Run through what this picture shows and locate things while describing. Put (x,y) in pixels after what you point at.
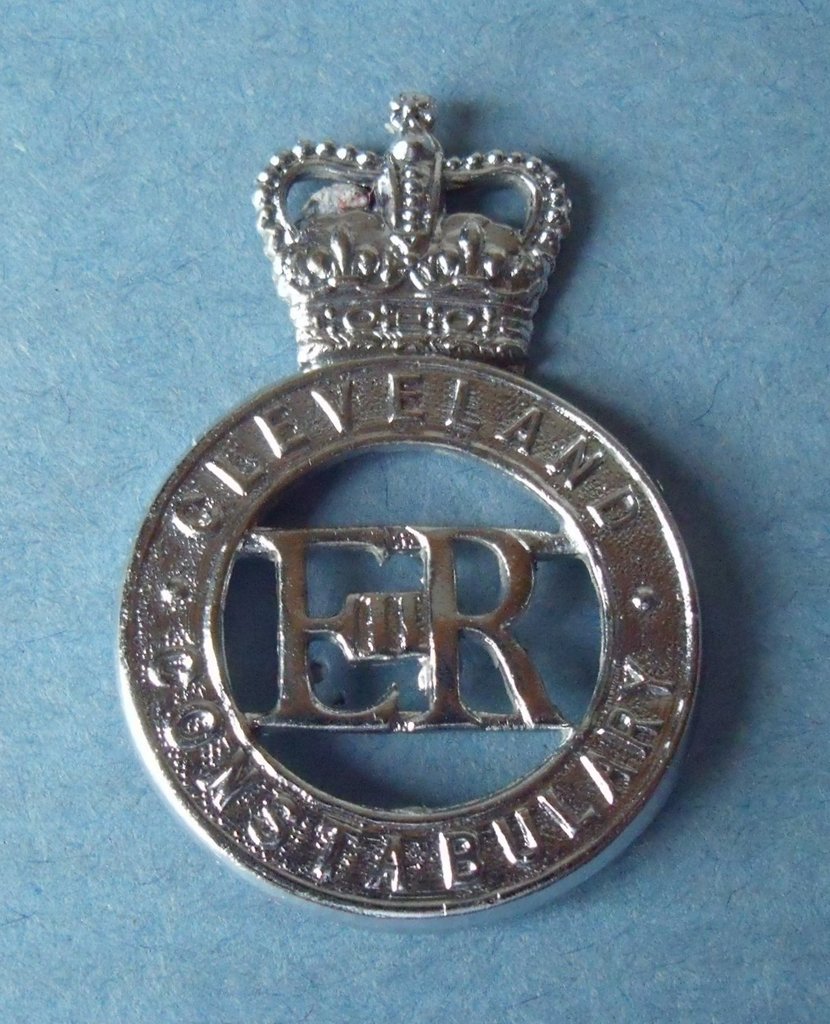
In the center of the image (391,407) there is an emblem (263,757).
